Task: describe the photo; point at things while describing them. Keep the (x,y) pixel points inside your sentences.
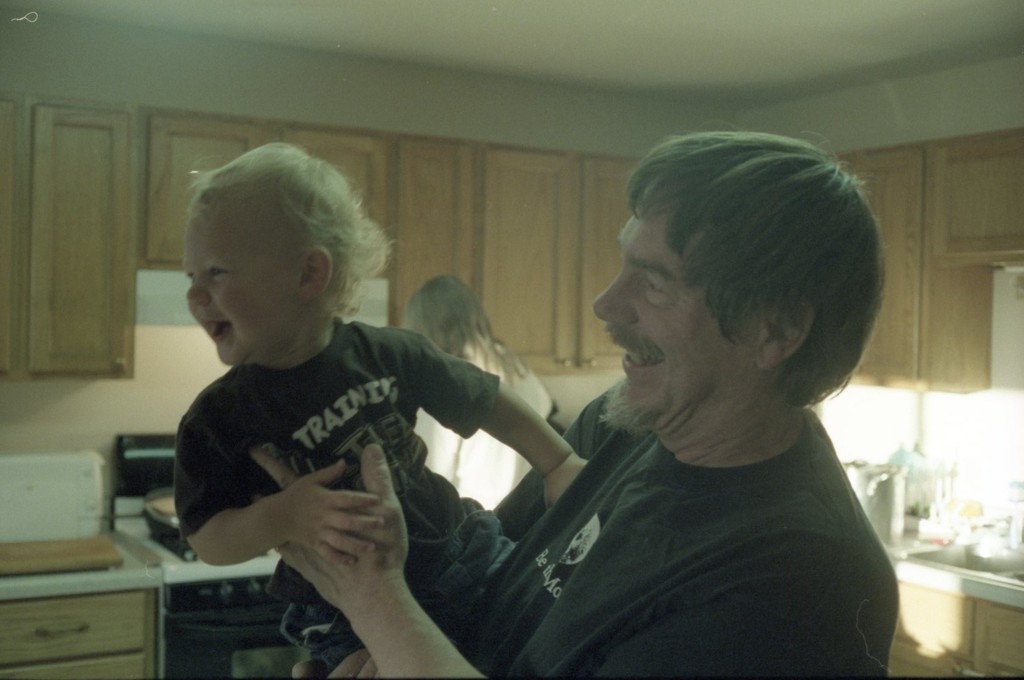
In this picture I can see a man (531,665) in front (709,377) who is smiling and I see that he is holding a baby (312,370) in his hands (285,483). In the background (57,443) I see the wall (1014,66) on which there are cupboards (985,266) and I see a person (479,353) in the center of this image (470,320) and I see few things (941,498) on the right side of this image (954,504).
